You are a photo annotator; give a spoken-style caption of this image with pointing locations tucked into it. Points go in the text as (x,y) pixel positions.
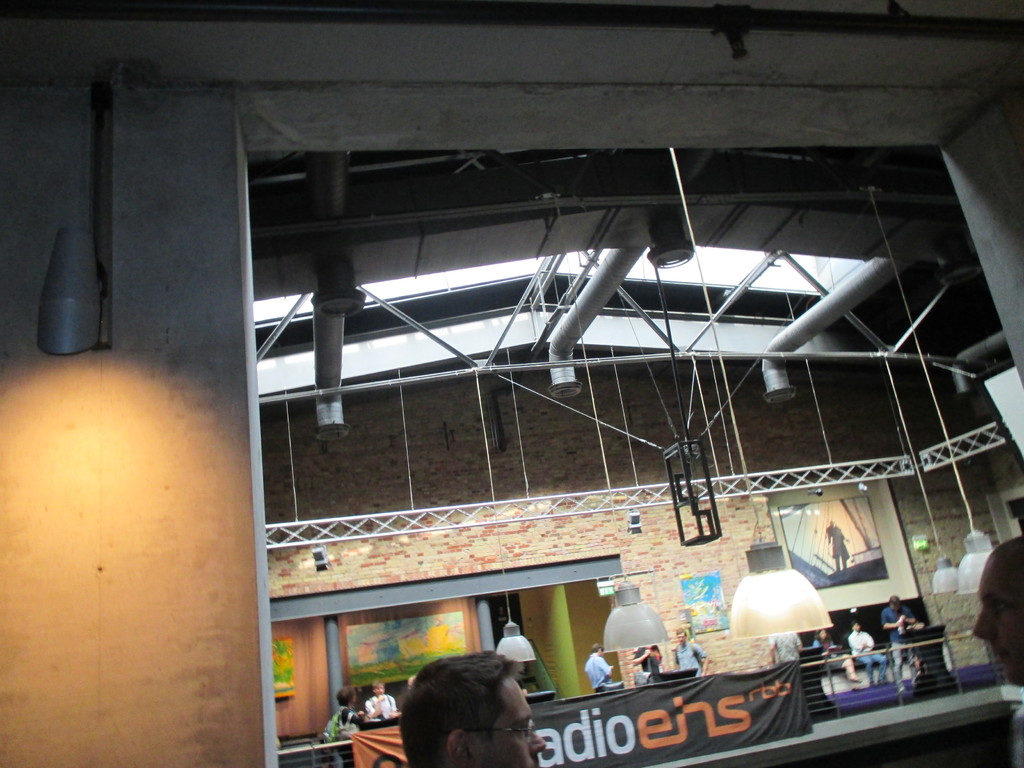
In this image we can see a group of people (604,684) standing. In the background (640,736), we can see a group of poles (859,460) a banner (793,688) with some text (589,740), lights (798,631) and a photo frame (827,565) on the wall (918,573).
